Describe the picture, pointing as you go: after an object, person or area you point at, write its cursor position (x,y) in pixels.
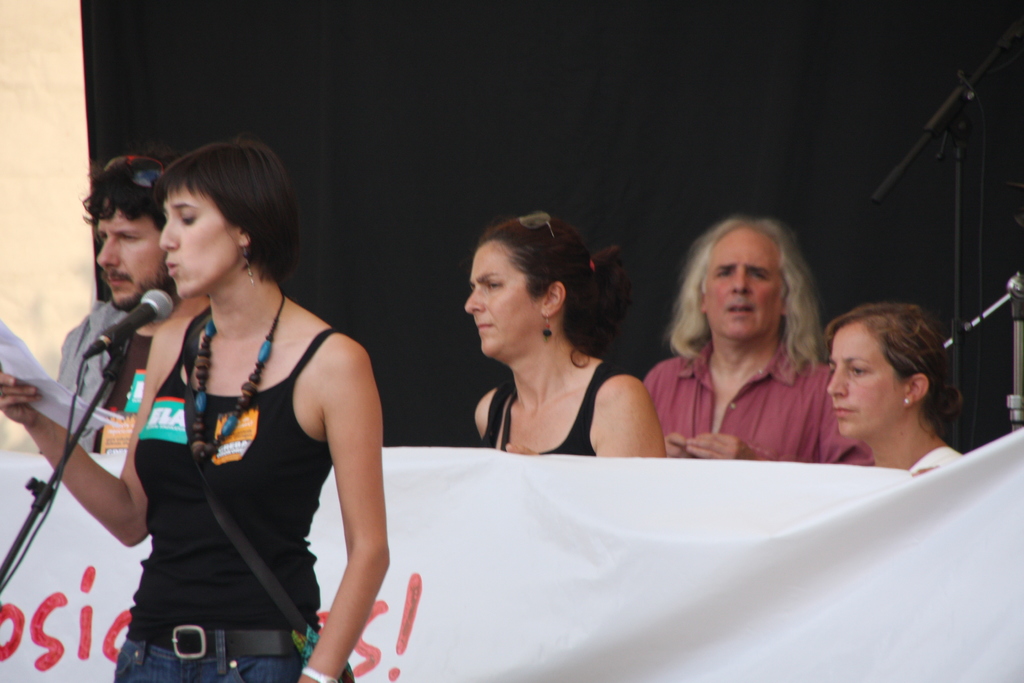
This picture seems to be clicked inside. On the left (230,274) there is a woman (279,416) wearing black color t-shirt (267,478), holding a paper (14,350), standing and seems to be singing and we can see the microphone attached to the metal stand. In the background (705,326) we can see the group of persons (728,381) and a white color banner (834,542) on which we can see the text (16,642) and we can see the wall (70,89) and a black color curtain (692,132) and the metal stands (895,176).
